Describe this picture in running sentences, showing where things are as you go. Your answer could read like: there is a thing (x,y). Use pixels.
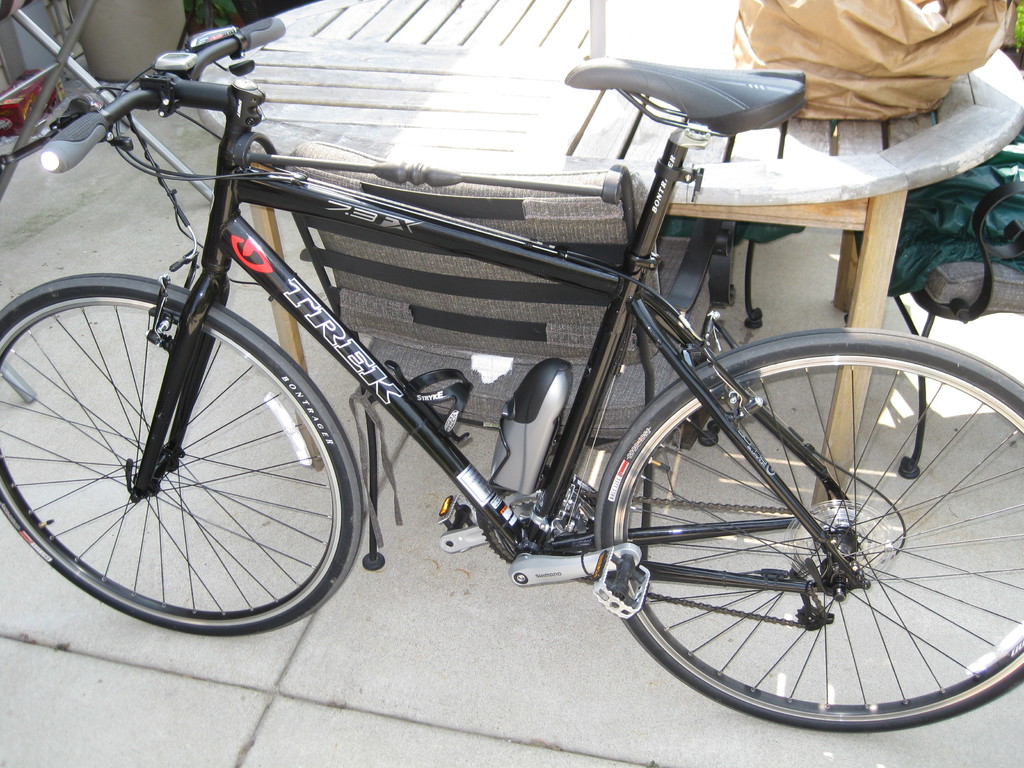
In this image there is a table (407,150) with some chairs (973,265) around and bicycle (0,467) parked beside that, also there are some covers (844,40) on the table (853,290).
